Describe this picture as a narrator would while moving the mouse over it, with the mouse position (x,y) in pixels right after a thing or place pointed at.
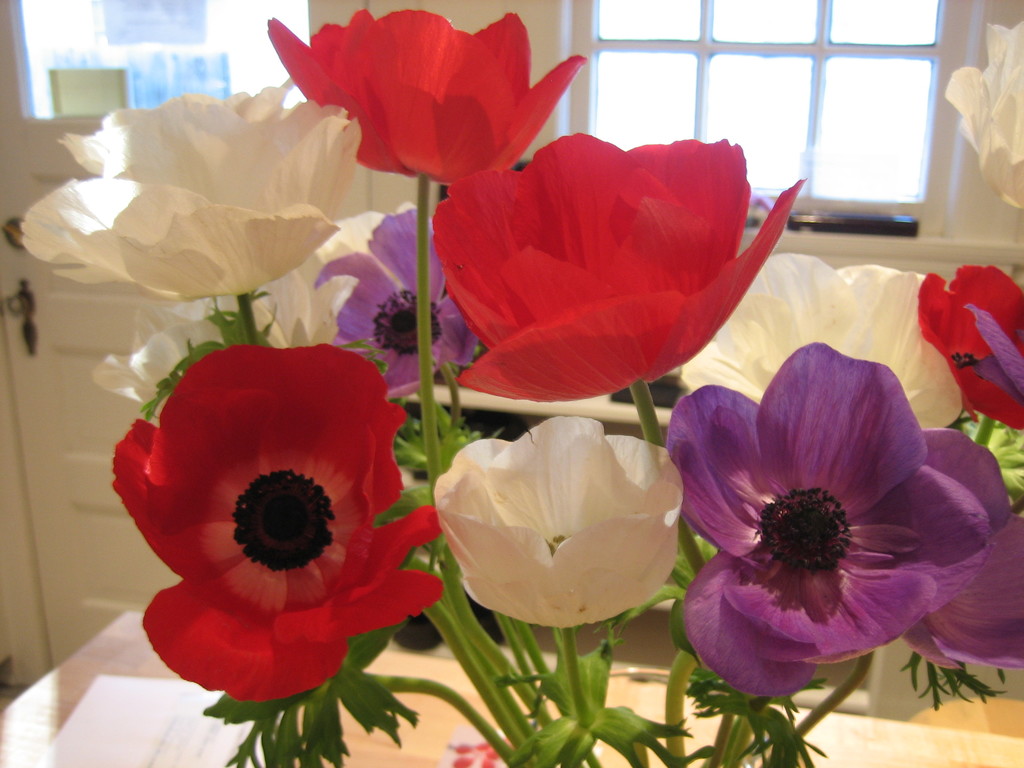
In this image in the front (446,435) there are flowers (565,535). In the background (839,116) there is a window (821,120) and there is a door (30,176) which are white in colour.
